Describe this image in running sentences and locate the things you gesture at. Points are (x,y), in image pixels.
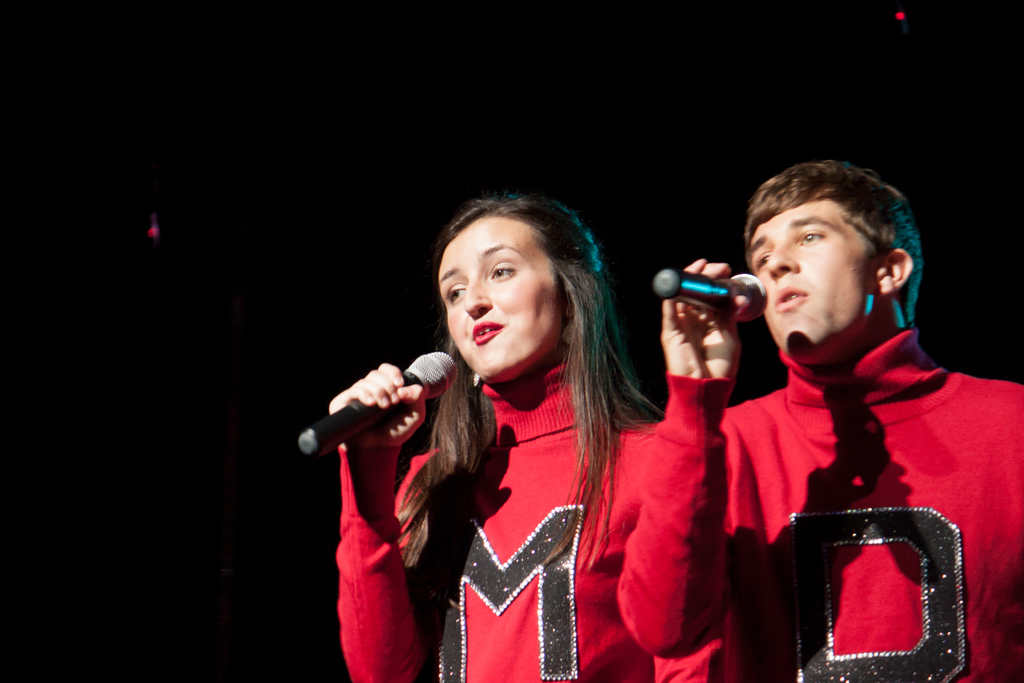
In this image consist of a two persons (666,496) wearing a red color jacket (756,547) and they both are holding a mike (354,418) and on the left side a woman (463,392) stand she is open her mouth (476,337).
